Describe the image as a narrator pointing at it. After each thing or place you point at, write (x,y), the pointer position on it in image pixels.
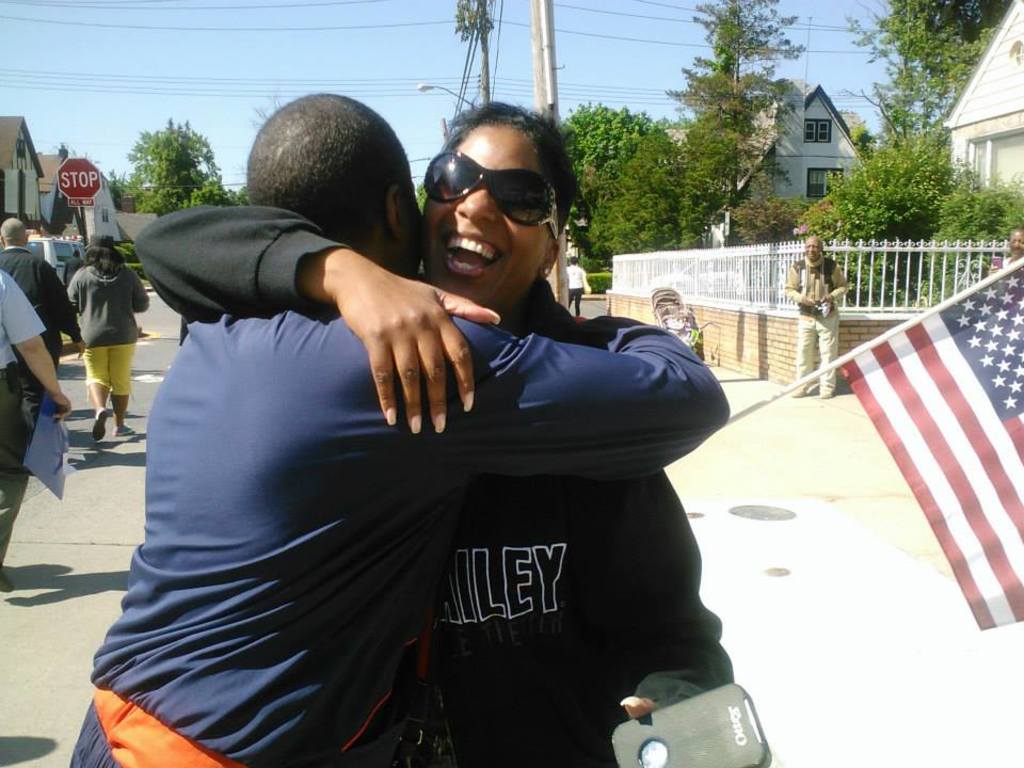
In this image I can see people (291,456) are standing on the road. In the background (603,230) I can see trees (720,153), street lights (449,89), poles (485,60) which has wires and houses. Here I can see a flag (869,404). In the background (224,142) I can see the sky (174,119) and a sign board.
